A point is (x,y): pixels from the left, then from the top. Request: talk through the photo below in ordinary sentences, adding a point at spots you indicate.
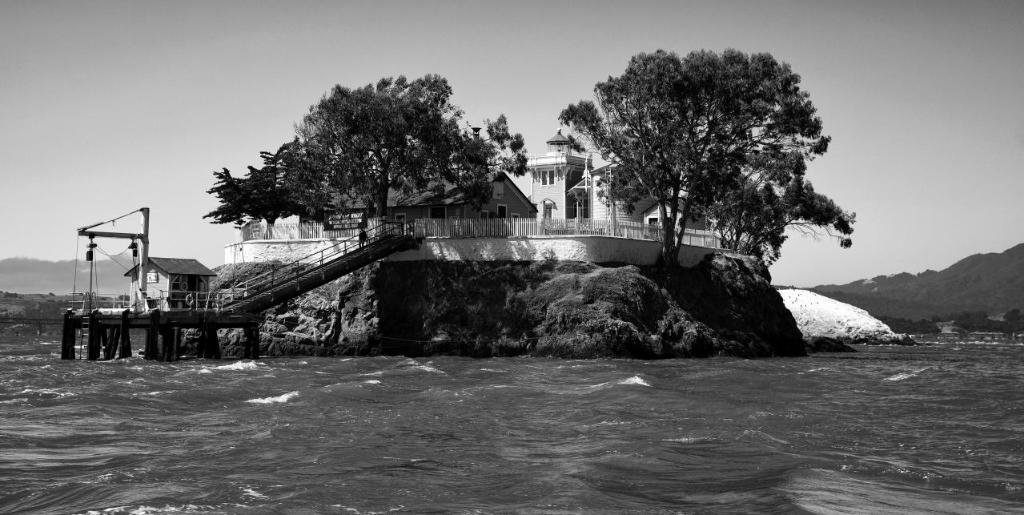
This is a black and white image. In this image there is water (644,428). Also there is a rock (545,333). On the rock (682,274) there is a building (540,183) with windows (552,175). Also there are trees (734,216) and railings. And there is a steps (319,267) with railings (325,265) attached to the building (575,195) with a deck (227,310). There is a small house (180,288) on the deck (100,312). In the background (268,78) there is sky (861,108).
